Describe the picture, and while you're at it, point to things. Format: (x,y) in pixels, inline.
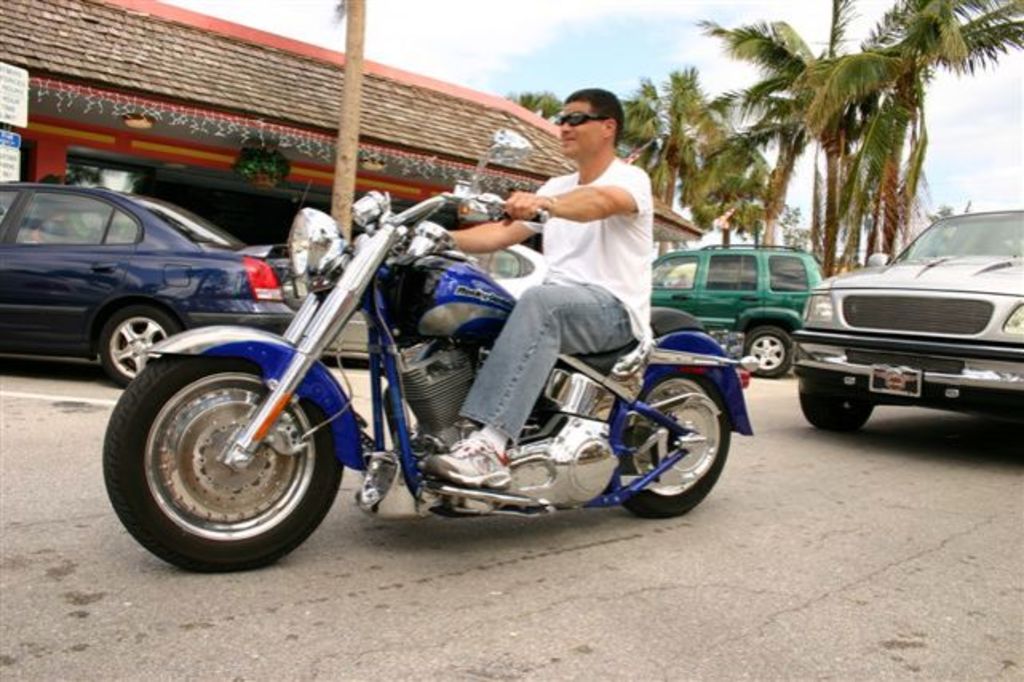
here in this picture we can see the person (542,358) sitting on the motor cycle (434,371), here we can also see the cars (809,309) on the road (777,463), here we can also see trees (761,119) and a house (323,122) near to the road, here we can see the cloudy sky (496,41).
